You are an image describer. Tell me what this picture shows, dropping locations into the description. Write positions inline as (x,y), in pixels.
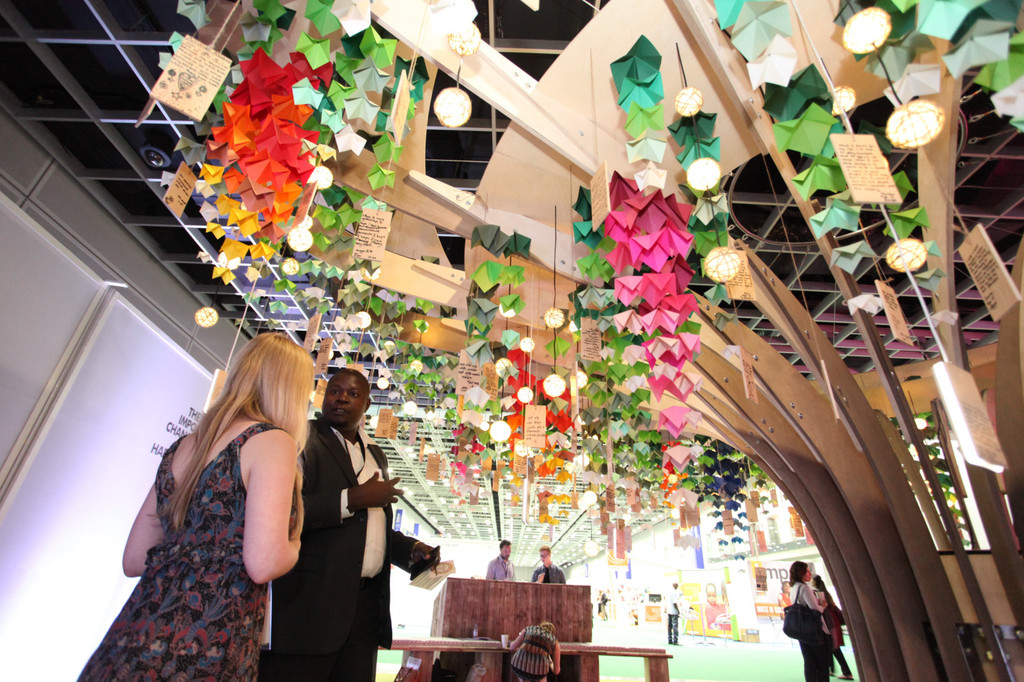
This picture describes about group of people (802,575), they are standing, in front of them we can find lights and hoardings (686,579).
